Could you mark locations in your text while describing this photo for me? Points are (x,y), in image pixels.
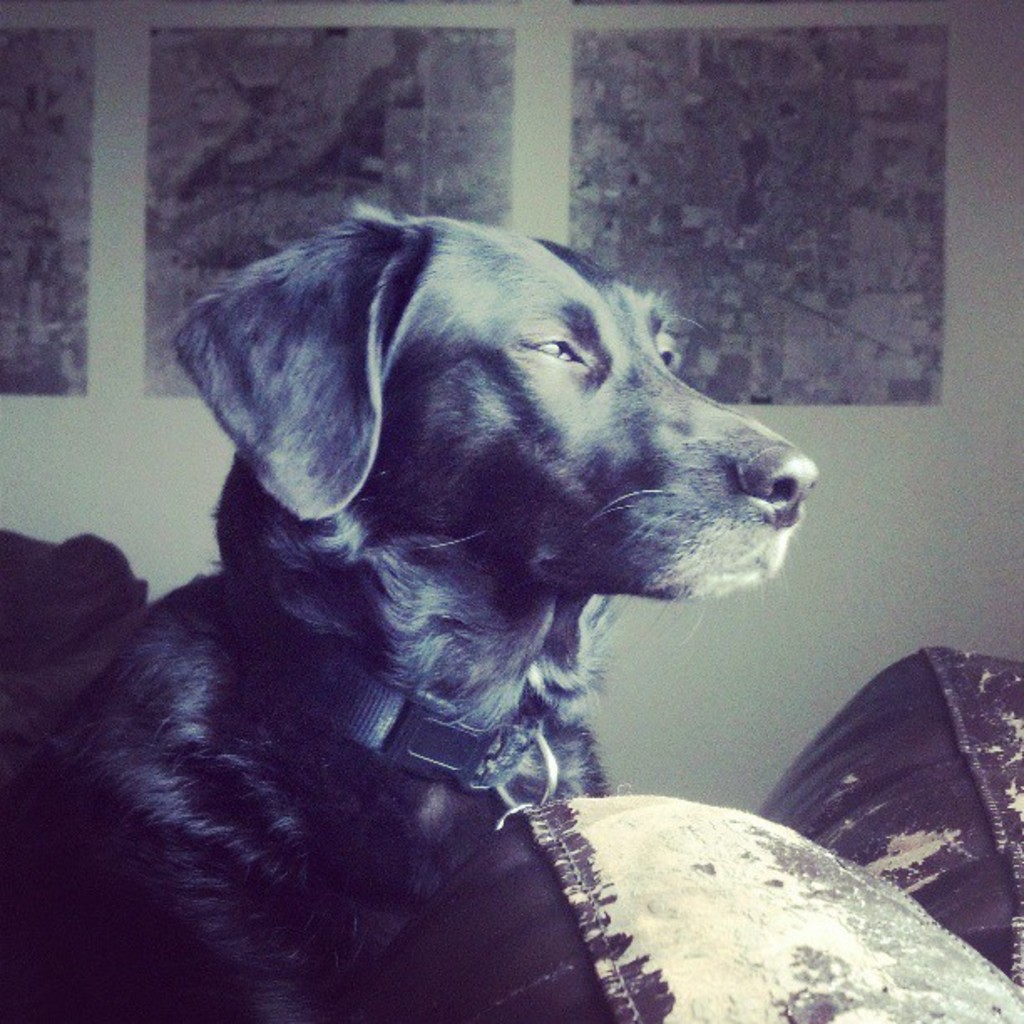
In the image there is a dog (600,634) and behind the dog (612,302) there is a wall (533,130) and on the wall (533,130) there are some posters (185,213).
